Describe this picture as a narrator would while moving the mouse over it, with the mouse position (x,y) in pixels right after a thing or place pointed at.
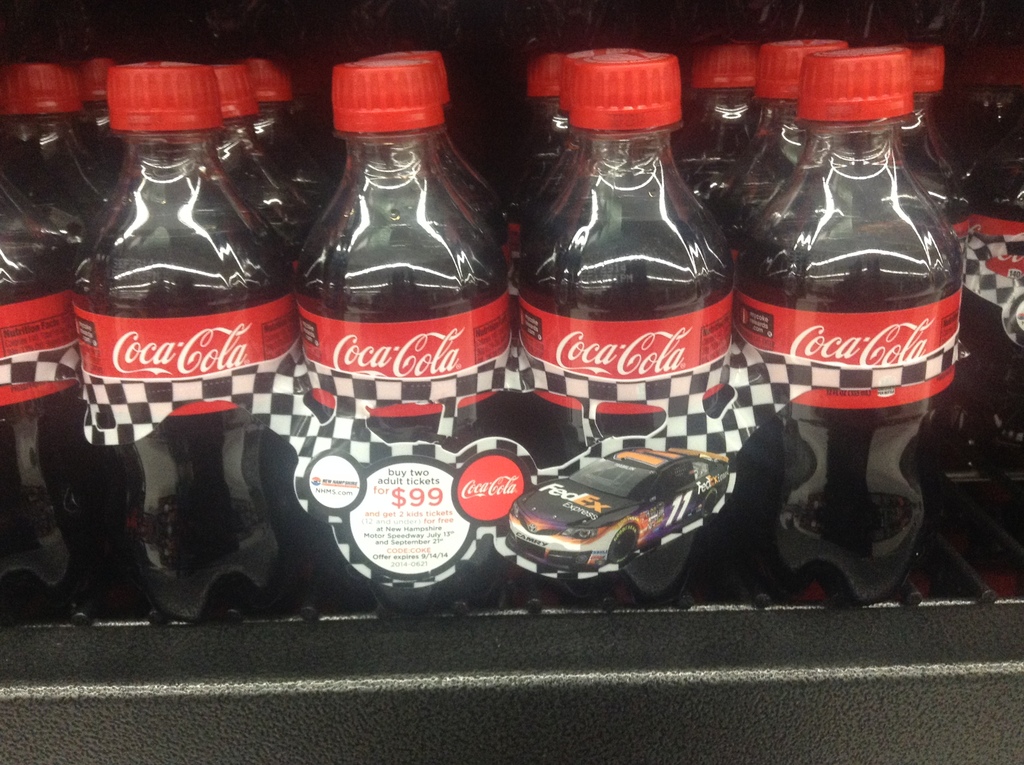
In this image there are cool drink bottles set (126,442).
